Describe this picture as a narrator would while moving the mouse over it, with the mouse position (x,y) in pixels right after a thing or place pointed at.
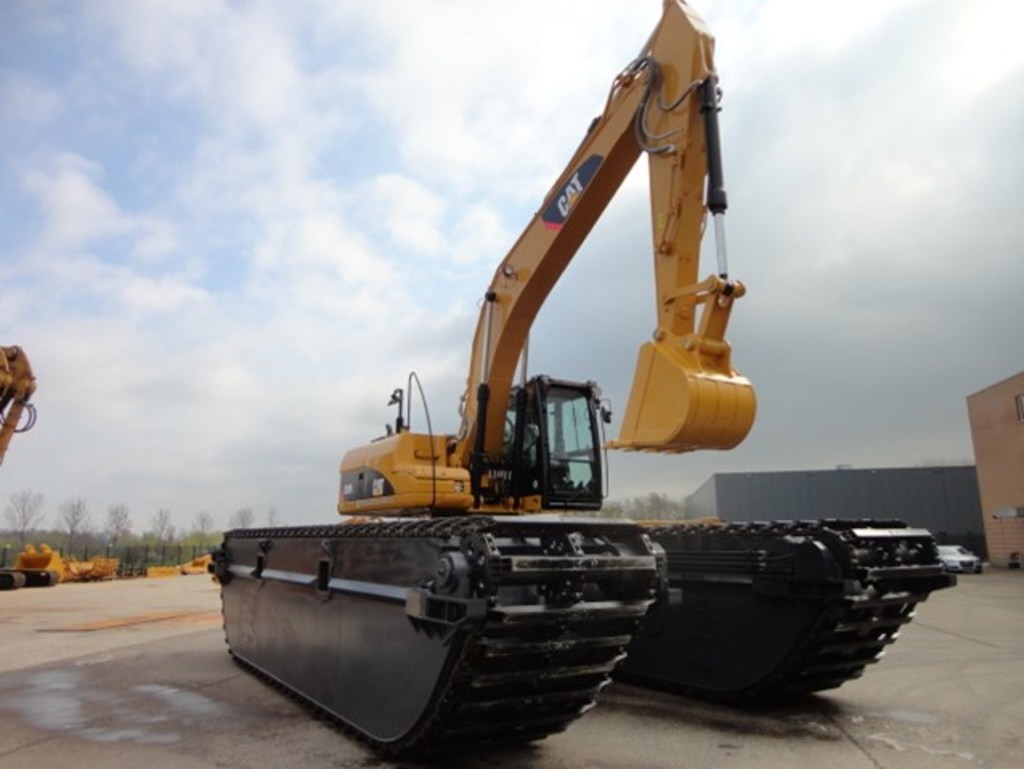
In this picture we can see a crane (770,608) in the front (770,608), on the right side (925,495) there are buildings (956,495) and a car (965,557), we can see another crane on the left side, in the background (86,520) we can see trees (73,519), we can see the sky (207,178) at the top of the picture (264,128).
